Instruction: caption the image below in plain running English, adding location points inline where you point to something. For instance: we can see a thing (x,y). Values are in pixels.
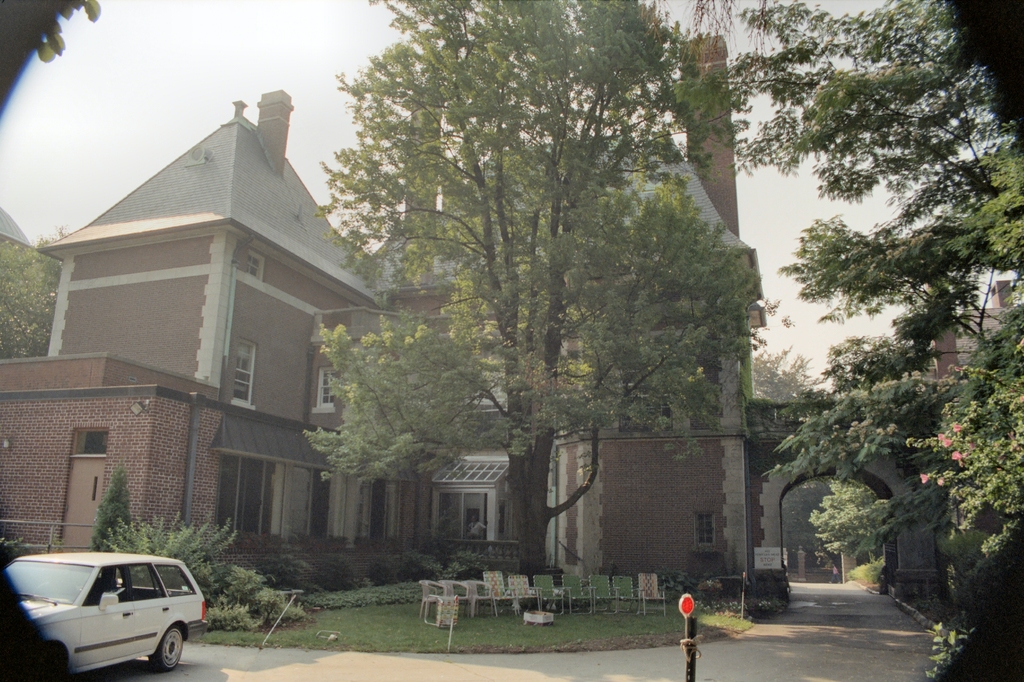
On the left side of the image (161,641) we can see a car (168,644) on the road (255,664). On the right (762,542) there is an arch (881,483). In the center (556,329) there are buildings (737,523) and trees (478,91). At the bottom (440,619) there are chairs (449,602) and bushes (332,575). In the background (331,56) there is sky (211,75).
